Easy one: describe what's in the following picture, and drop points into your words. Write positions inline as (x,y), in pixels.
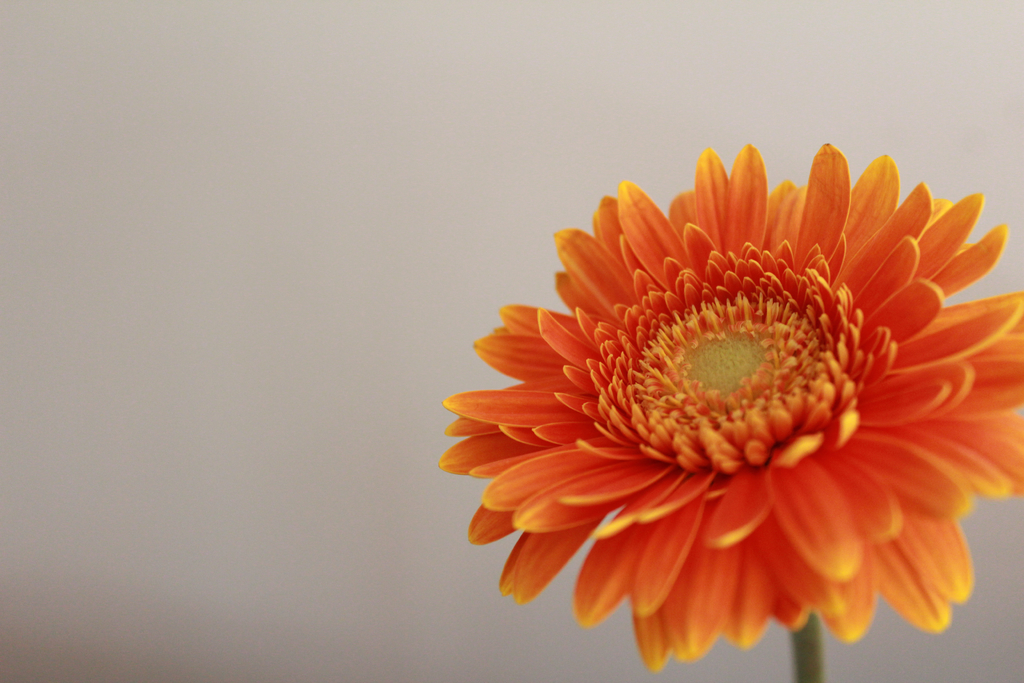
In this picture we can see an orange color flower (784,523) and in the background (122,151) it is white color.
